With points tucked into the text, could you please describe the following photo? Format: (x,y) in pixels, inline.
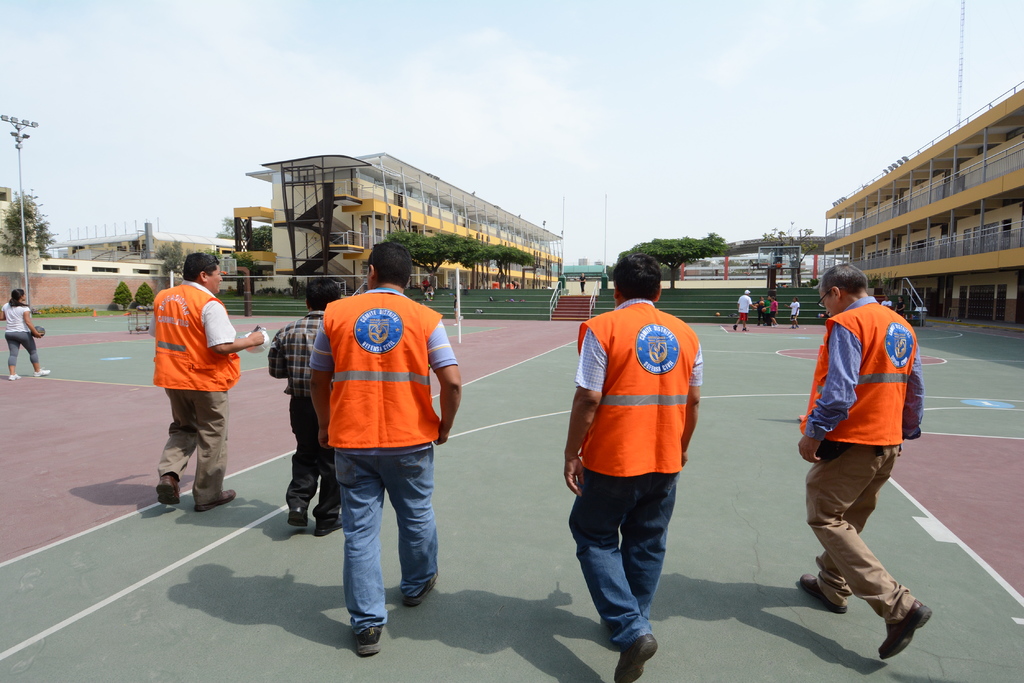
There are many people (316,334). In the back (488,242) there are trees (458,242). Also there are steps (475,308) with railings (594,302). There are buildings (344,206) with pillars (328,203), railings (948,240) and steps (307,262). In the background (426,96) there is sky (567,108). On the left side (23,185) there is a pole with light (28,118). Also there is a wall (79,284).
